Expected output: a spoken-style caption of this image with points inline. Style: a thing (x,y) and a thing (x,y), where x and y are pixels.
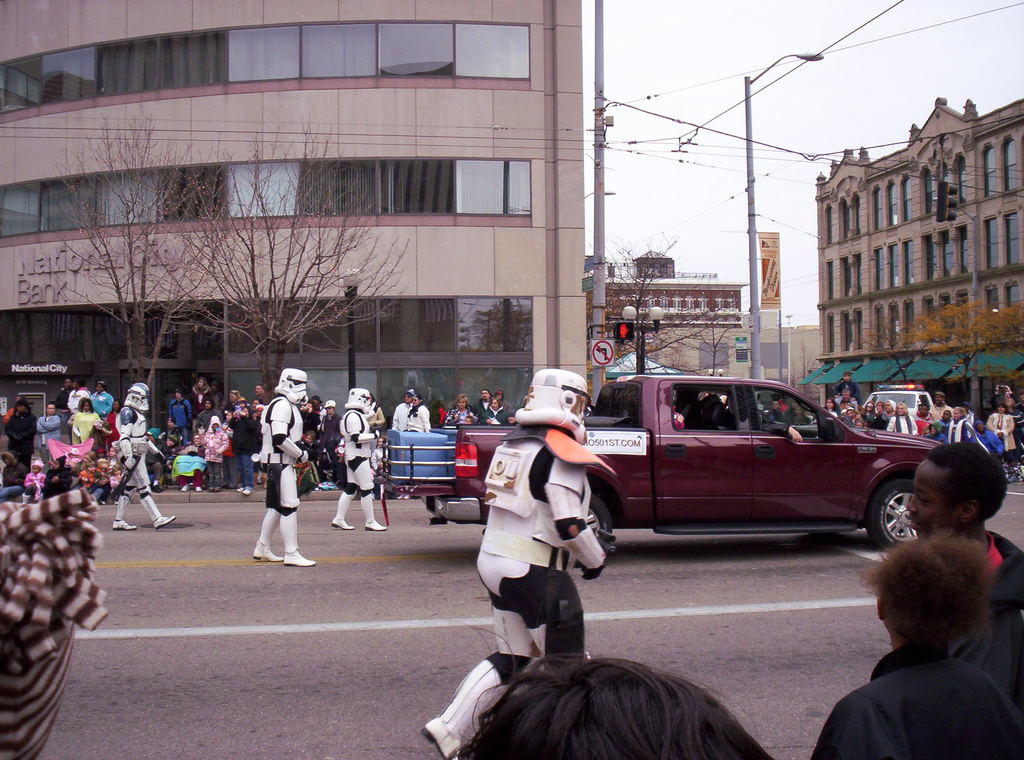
In this picture there are people (231,455), among them few people (370,391) wore helmets (304,372) and we can see boards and lights (618,333) attached to the poles (757,325), wires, buildings (675,305), vehicles (799,396) on the road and trees (983,344). In the background of the image (790,186) we can see the sky (826,132).
